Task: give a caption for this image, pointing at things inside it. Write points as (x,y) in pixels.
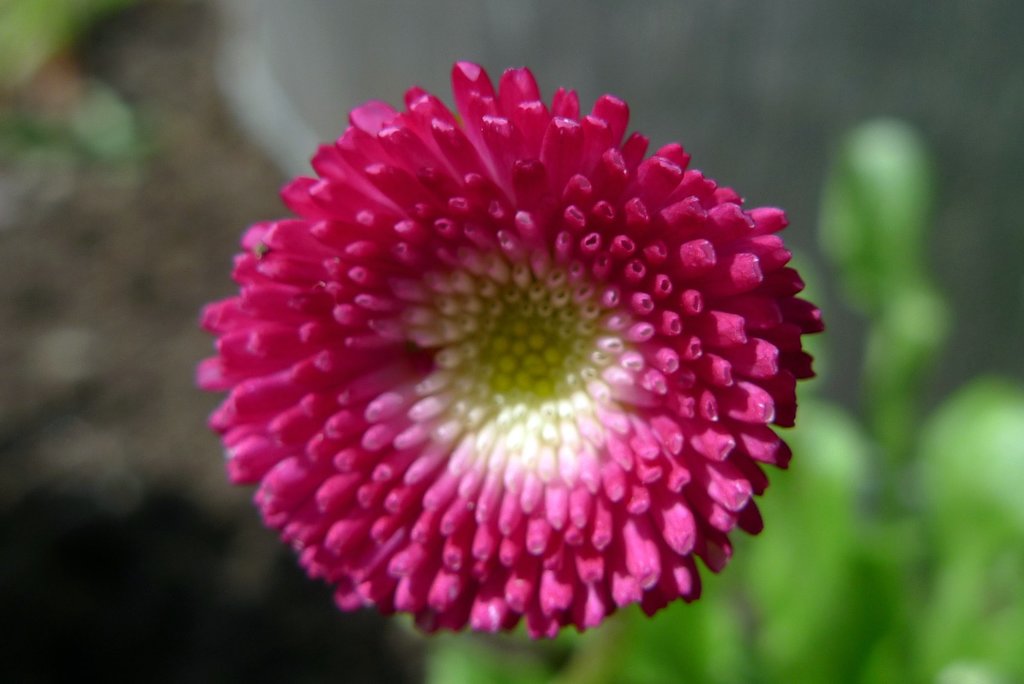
In the picture I can see a flower (703,310) in a pink color and it is in the middle of the image (675,362).
